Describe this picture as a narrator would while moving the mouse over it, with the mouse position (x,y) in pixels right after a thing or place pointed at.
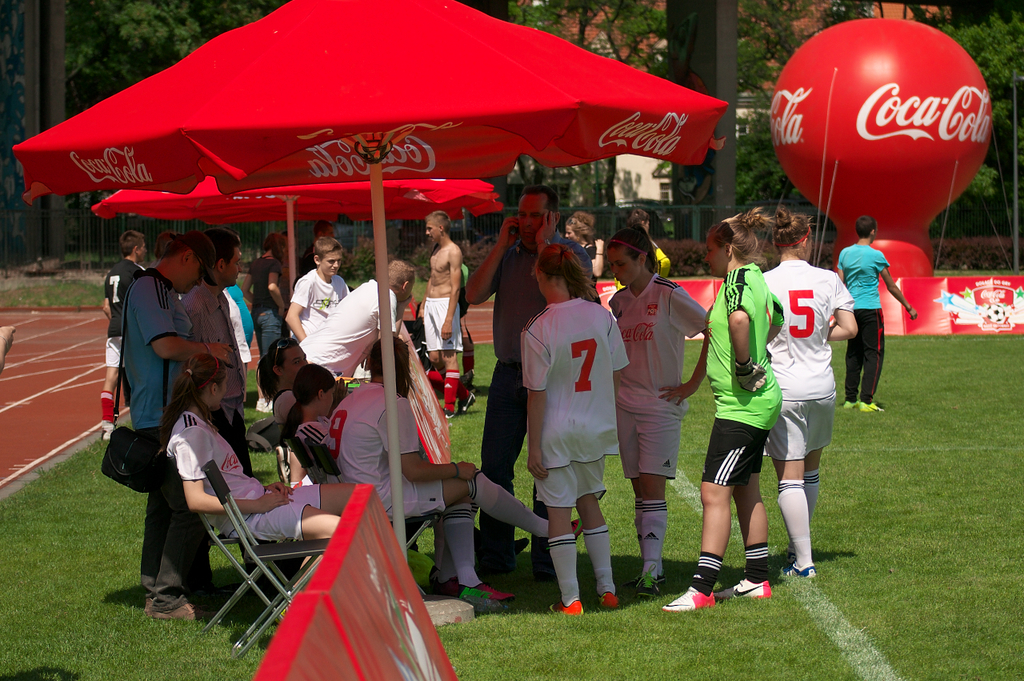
In the picture we can see some players (773,299) are standing and some are sitting on the chairs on the grass surface (949,433) under the umbrella (55,129) which is red in color with coca cola logo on it and in the background (116,71) we can see trees (543,8).
